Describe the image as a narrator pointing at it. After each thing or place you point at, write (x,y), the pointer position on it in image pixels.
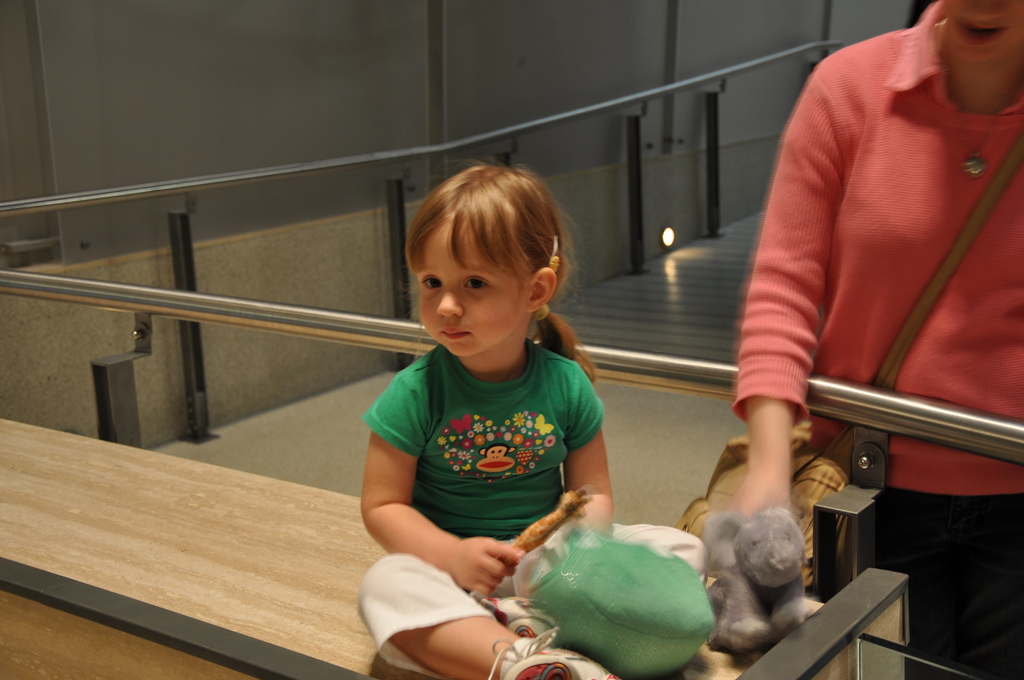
There is a girl (404,455) sitting on a surface (249,560). There are many toys (570,579) near to her. Also there is a lady (852,304) wearing bag (806,491) is standing. And there is a railing (152,300).
